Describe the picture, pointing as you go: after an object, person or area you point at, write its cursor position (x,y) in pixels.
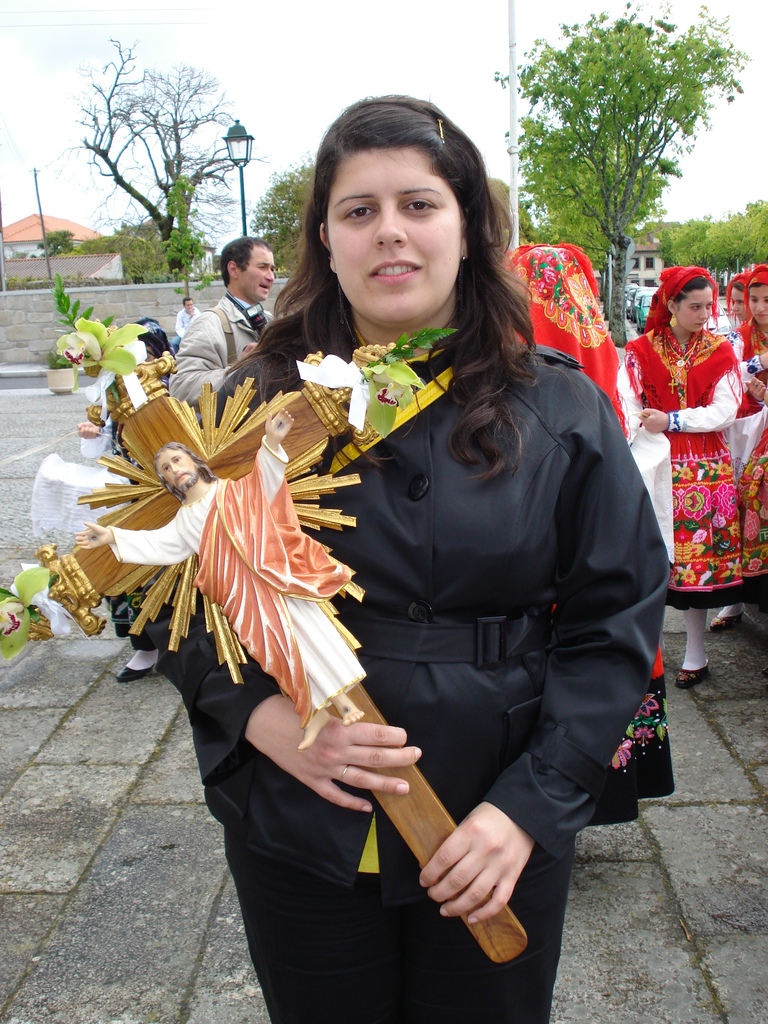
In front of the image there is a woman (380,535) holding Jesus Christ depiction (233,536) in her hand (348,754), behind the woman (381,600) there are a few other people (703,352) standing on the pavement (76,410), in the background of the image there are trees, lamp posts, plants (62,388), roads (85,381), buildings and a metal pole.
